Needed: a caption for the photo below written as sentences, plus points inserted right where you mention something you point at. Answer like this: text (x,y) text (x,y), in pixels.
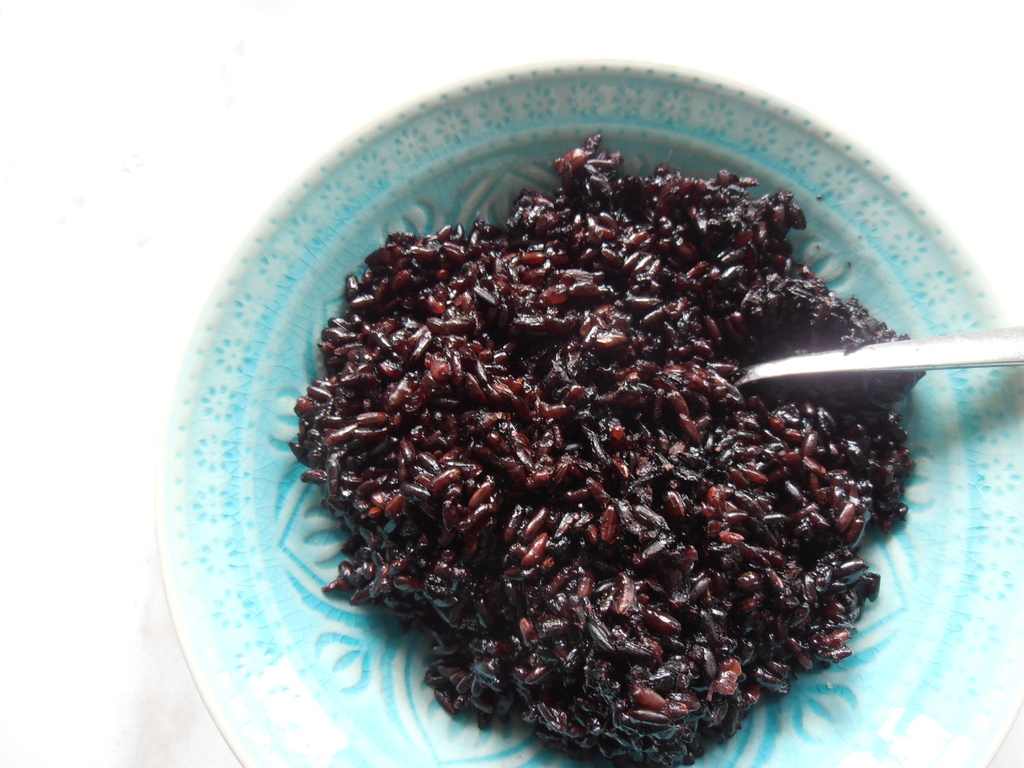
In this picture we can see a plate (852,720) with food item (574,491) and a spoon (800,358) on it and this plate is placed on a white surface (382,93).
